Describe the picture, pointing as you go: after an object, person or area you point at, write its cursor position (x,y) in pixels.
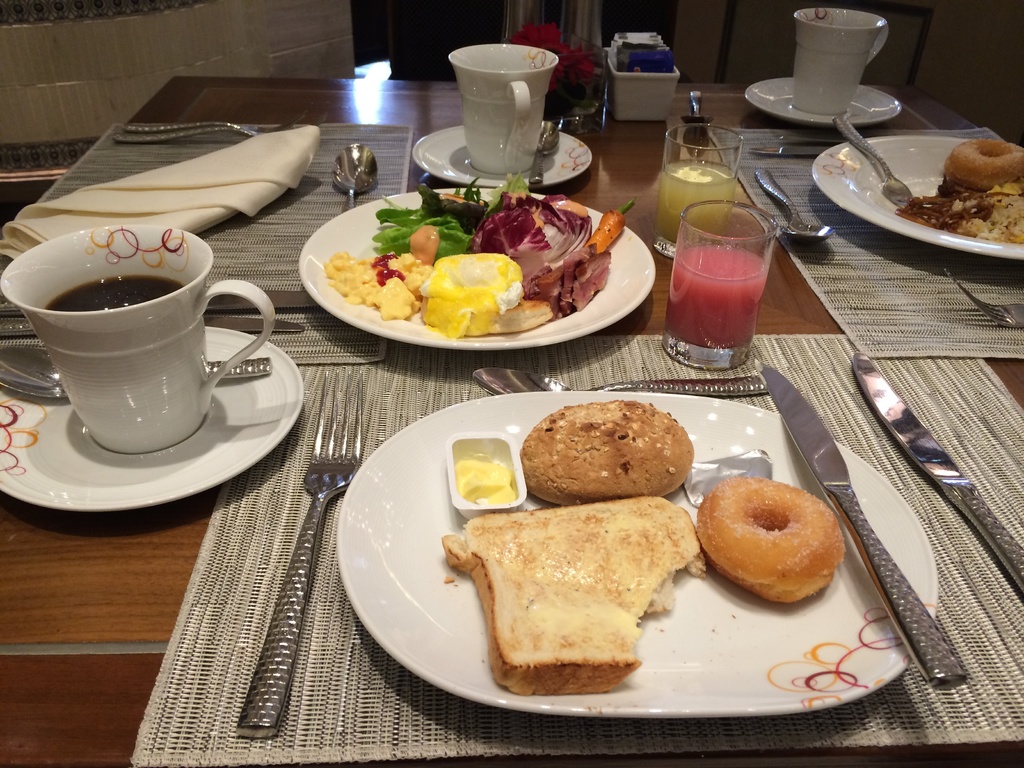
In this picture, we can see table (872,438) and some objects (872,498) on it like clothes (208,187), food items (642,506) served in a plate (877,513), glass (757,260) with liquid (719,330) in it, spoons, knife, and we can see the wall (126,66) in the background (151,47).
